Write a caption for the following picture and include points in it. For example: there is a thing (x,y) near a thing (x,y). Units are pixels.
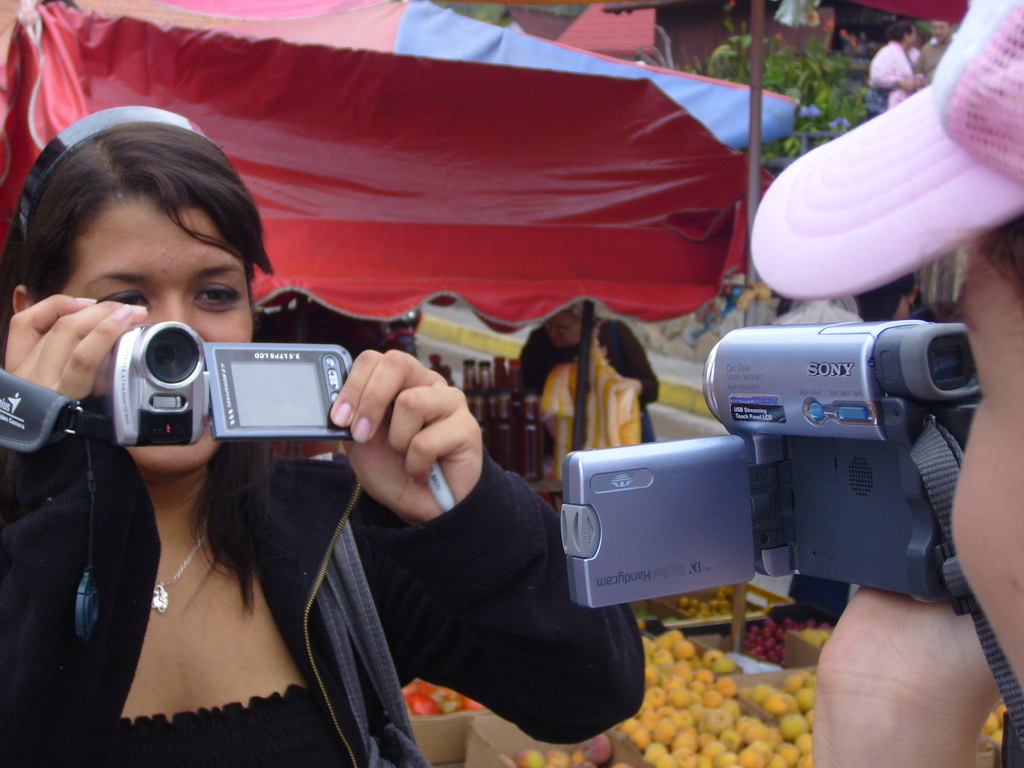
In this image we can see there are two persons (446,591) shooting with a camera (1008,680) and facing to each other. In the background (442,241) there is a stall (583,401), in front of the stall (585,423) there is a person (652,437) standing.
